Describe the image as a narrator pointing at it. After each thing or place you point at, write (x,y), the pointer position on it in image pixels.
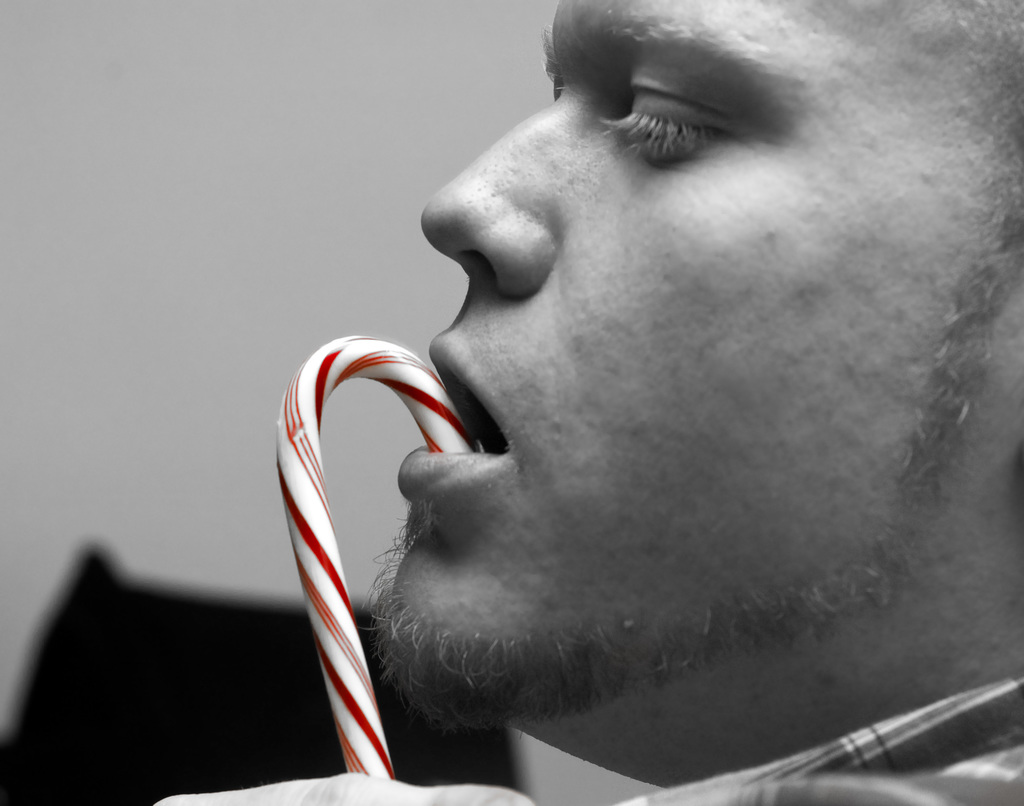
In the front of the image (639,691) I can see a person's face (552,412) and an object (375,703). In the background of the image (276,289) it is blurry.
